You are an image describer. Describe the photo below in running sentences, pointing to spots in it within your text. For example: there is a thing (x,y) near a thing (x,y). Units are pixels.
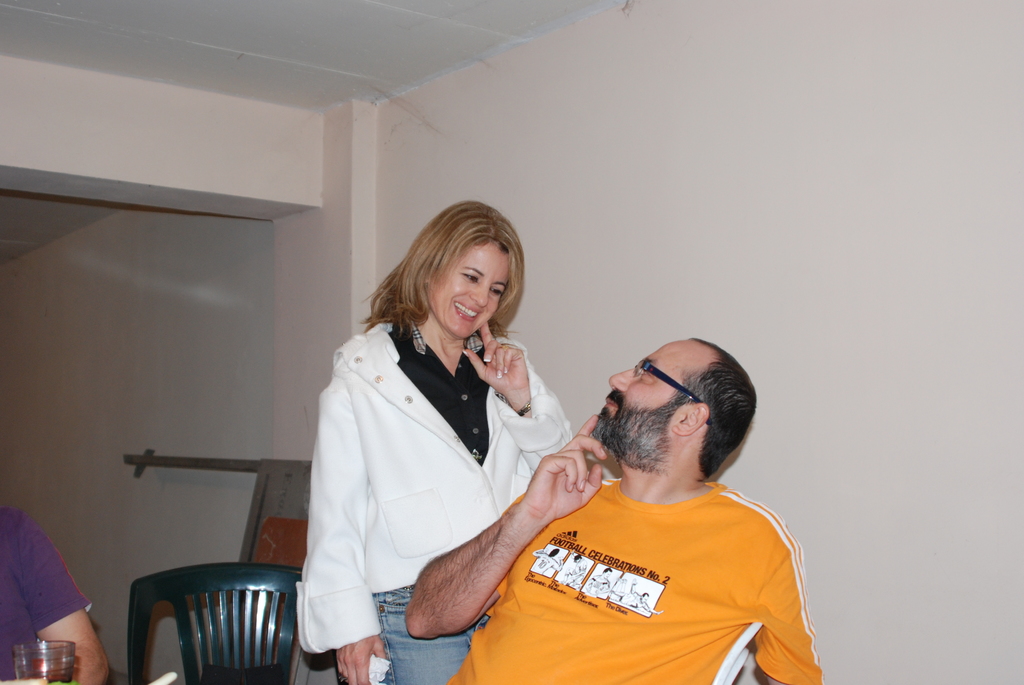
In this image we can see a man (579,535) and a woman (513,462). Of them man (727,507) is sitting in the chair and woman (414,666) is standing on the floor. In the background (244,458) we can see an iron pole (191,462), chair (229,571), walls (198,414), glass tumbler (22,642) and another person (31,563).
